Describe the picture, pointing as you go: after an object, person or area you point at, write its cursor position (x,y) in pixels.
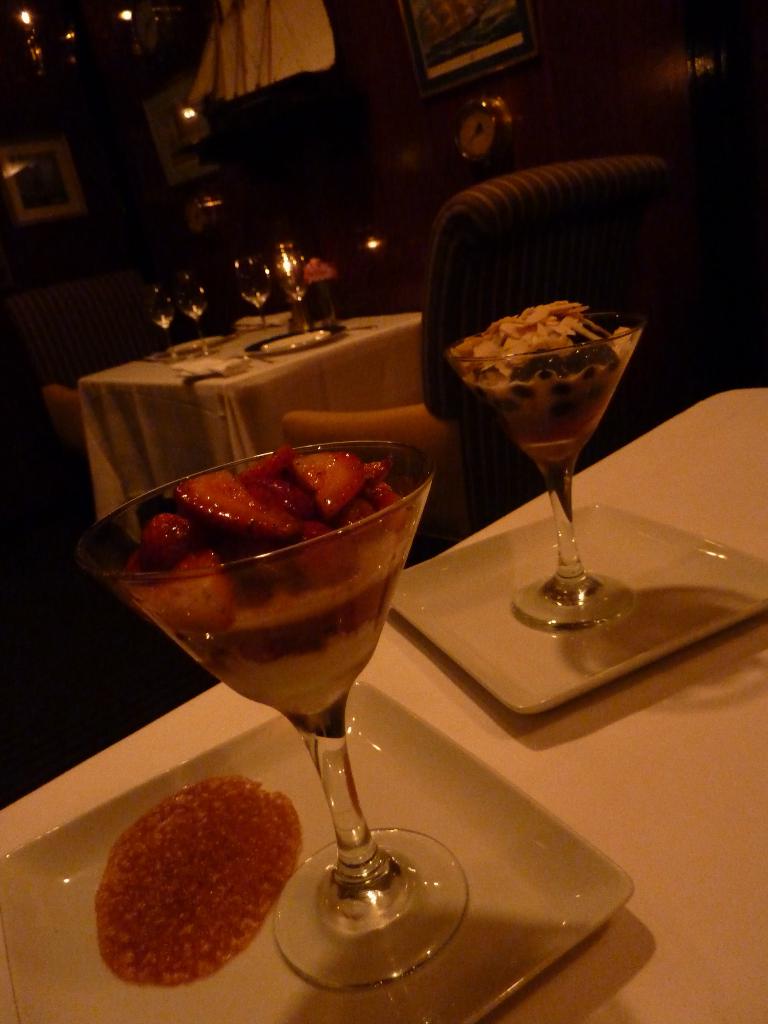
In this picture we can see a table (467,688) in the front (595,926), there are two glasses (558,523) present on the table (616,933), in the background (491,507) we can see chairs (474,246) and a table (227,374), we can see a photo frame (68,190) here, we can see lights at the left top of the picture (29,20).
